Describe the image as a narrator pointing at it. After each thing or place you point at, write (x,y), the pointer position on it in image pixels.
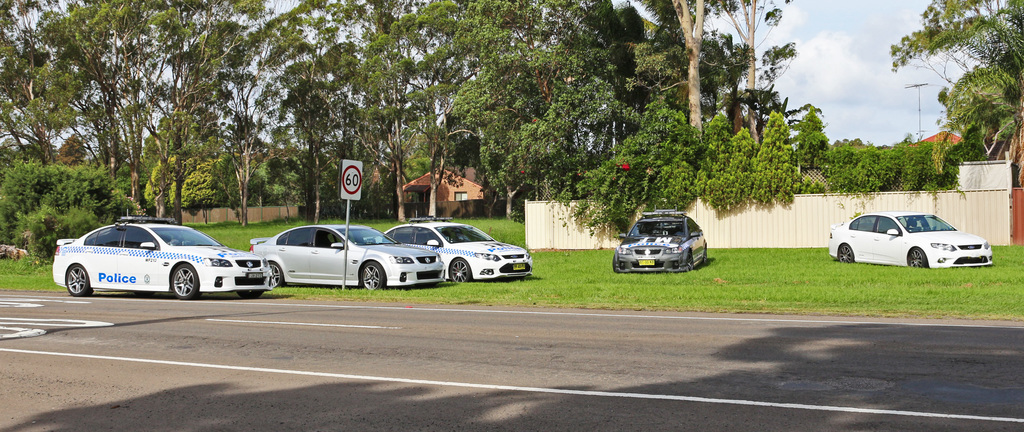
In the foreground of the picture (323,339) there is road (157,322). In the center of the picture (472,218) there are cars (327,239), board (345,190), trees (89,216) and grass (711,291). In the background (442,148) there are trees (475,139), buildings (447,180), wall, current pole (922,84) and flowers (619,166).
